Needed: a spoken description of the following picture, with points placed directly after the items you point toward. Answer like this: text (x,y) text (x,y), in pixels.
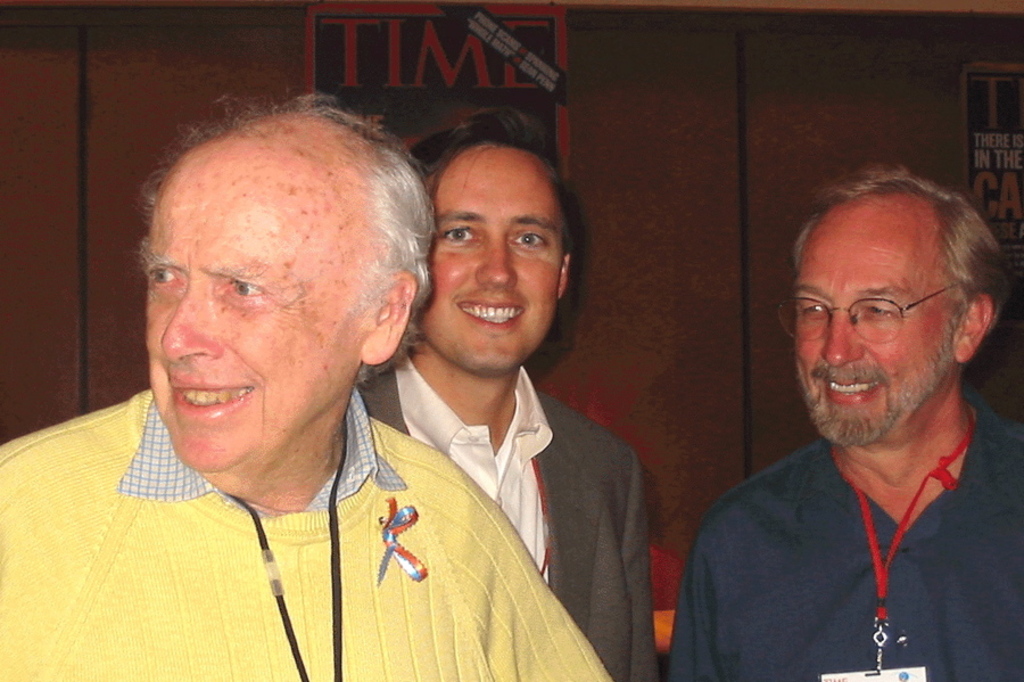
On the right of this picture (945,289) we can see a man (881,436) wearing spectacles (882,322), t-shirt (942,508) and smiling. On the left (257,437) we can see a person (206,377) wearing sweater (66,518), smiling and seems to be standing and we can see another person (481,410) wearing blazer (583,504), smiling and seems to be standing. In the background (349,23) we can see the text (349,23) on the posters (993,158) attached to the wall (687,120) and we can see some other objects (657,604).
